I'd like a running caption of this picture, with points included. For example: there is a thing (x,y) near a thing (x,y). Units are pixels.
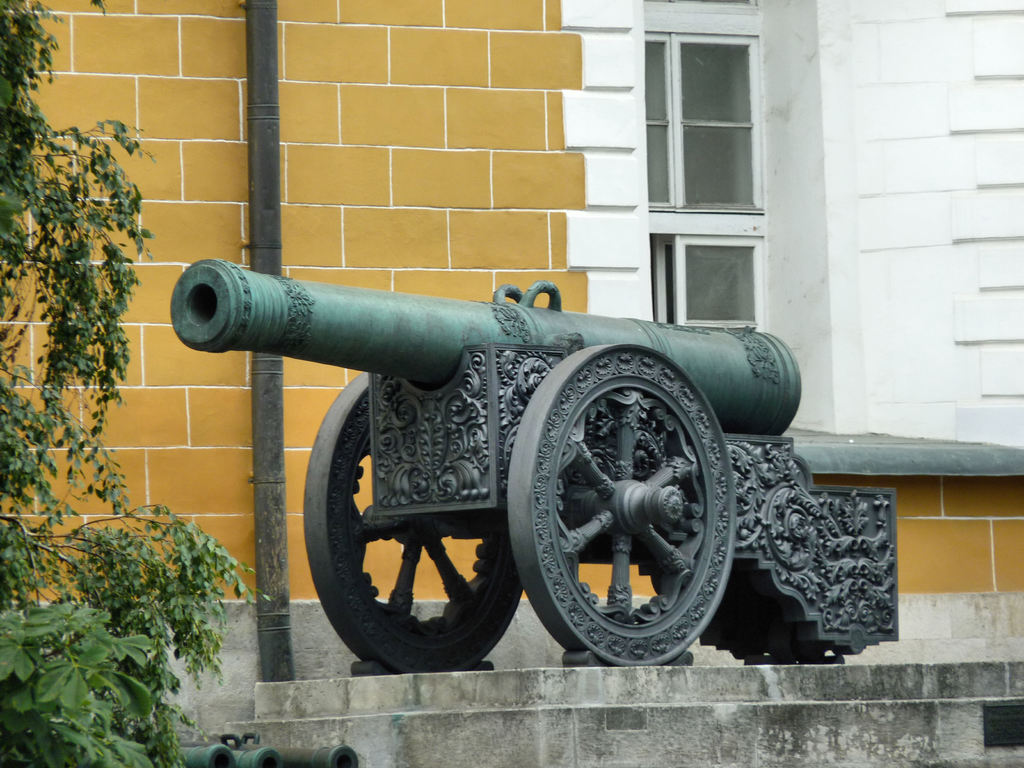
In this image we can see a cannon (588,539) on an object (662,690). On the left side of the image (107,534) there is a tree (78,672) and an object (243,747). In the background of the image (425,224) there is a wall (474,170), glass window (715,191) and an iron object (281,625).
